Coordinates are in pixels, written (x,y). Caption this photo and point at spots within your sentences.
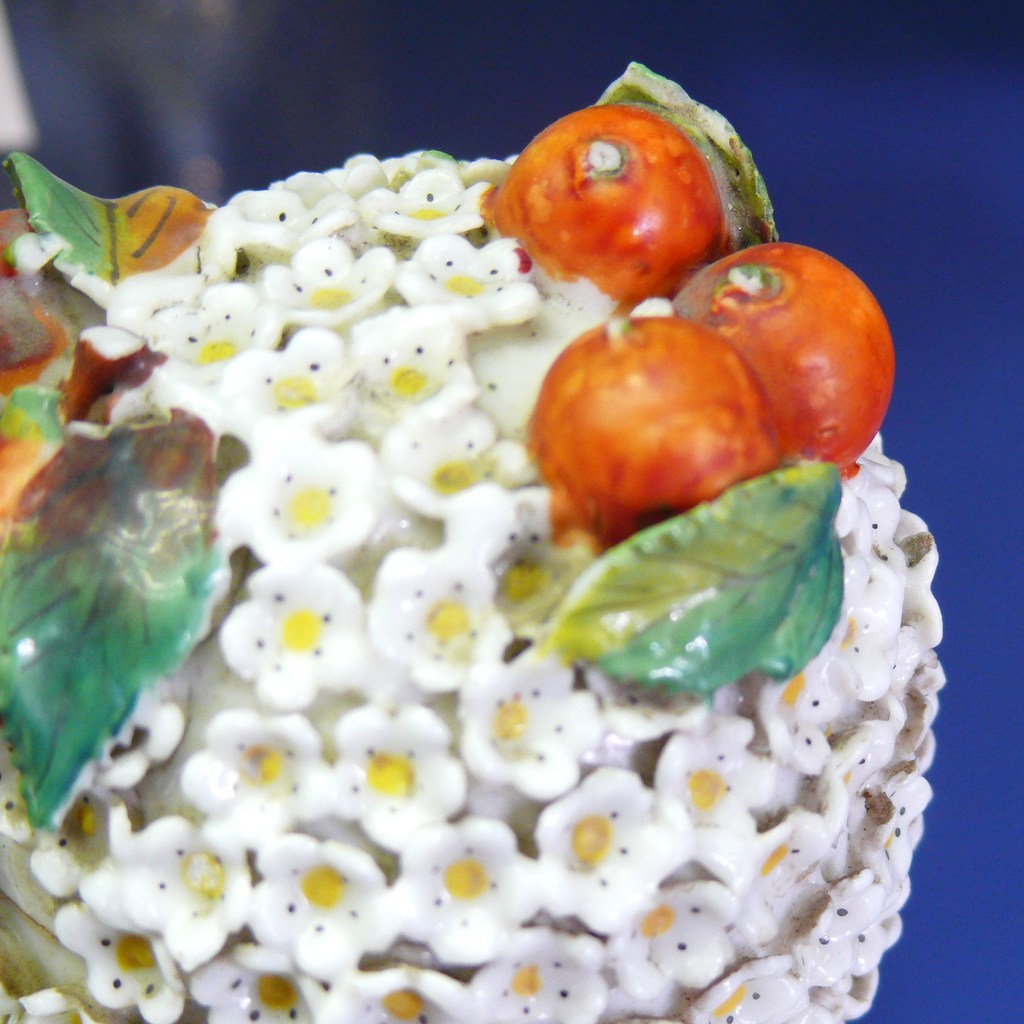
In this image I can see a white colour thing (313,542) and on it I can see few green (49,689) and few orange colour things (668,416). I can also see blue colour in background (991,265).
